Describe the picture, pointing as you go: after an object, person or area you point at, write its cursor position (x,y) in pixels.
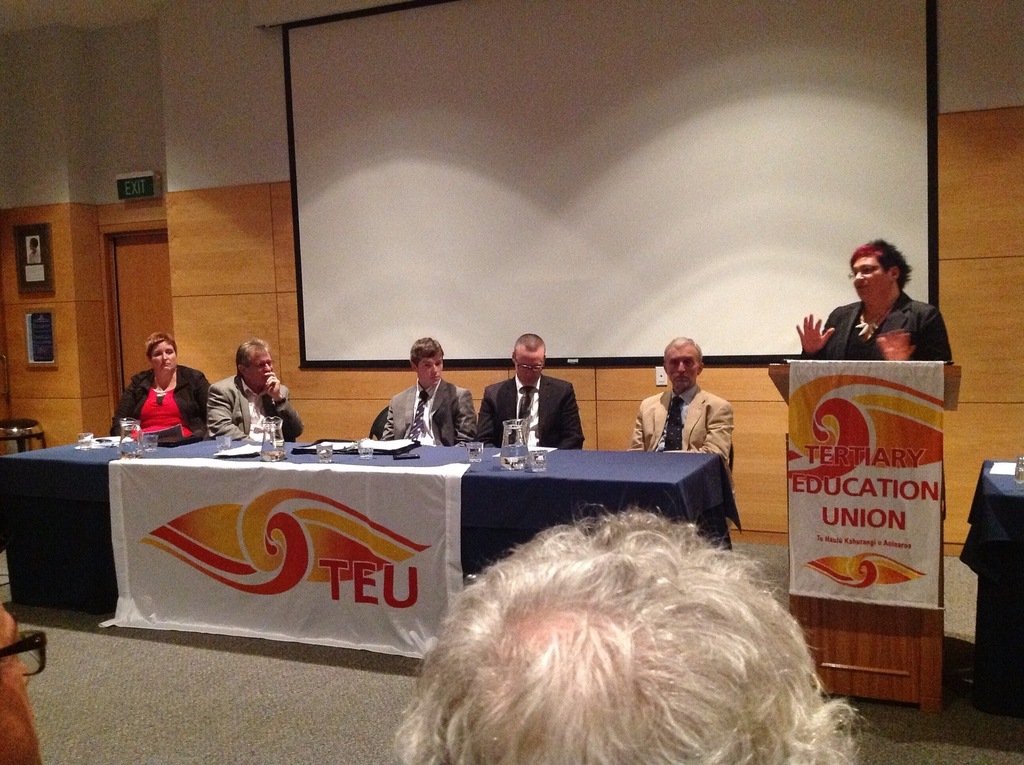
In this image we can see group of people (220,422) wearing coats (188,415) are sitting in front of a table (71,506). On the table (599,487) we can see group of jars (515,452), glasses (534,459), papers (397,442) are placed. In the foreground (551,622) we can see two persons (32,729). One person (8,702) is wearing spectacles (25,646). To the right side of the image (898,318) we can see a person (877,332) wearing coat (839,334) is standing in front of a podium (898,678). In the background (839,142), we can see screen (422,161) a door (130,295), photo frames (26,241) on the wall (47,380).
